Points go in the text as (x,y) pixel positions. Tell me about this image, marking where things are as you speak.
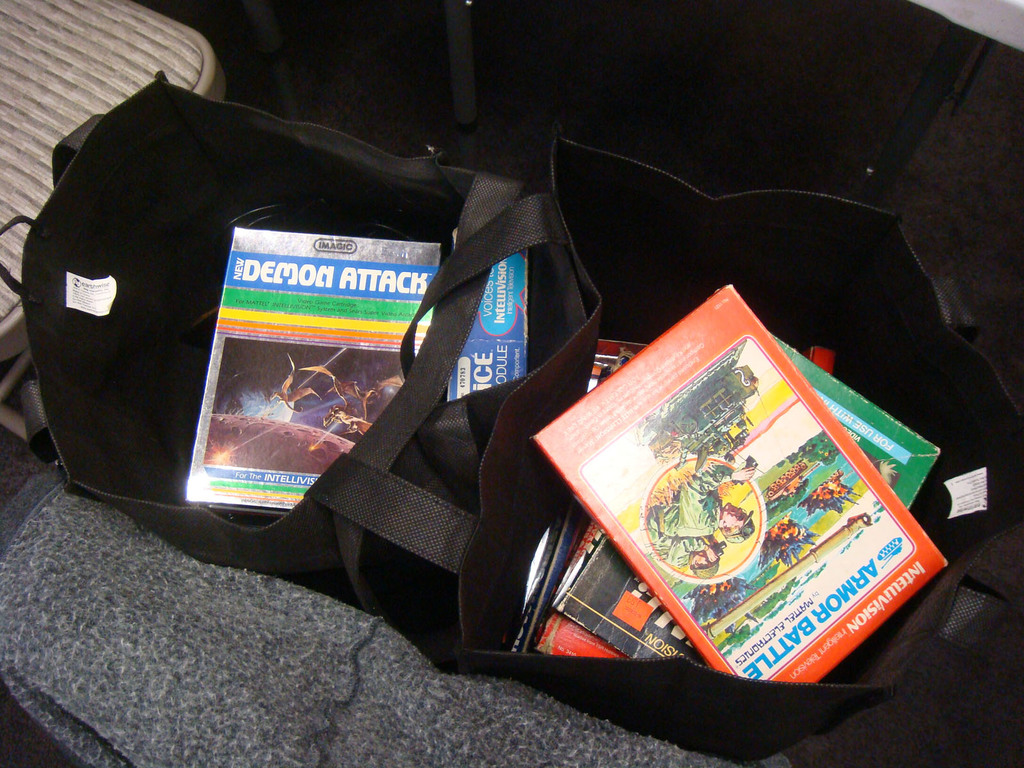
Here I can see two black color bags (494,392) and few game boxes (283,381) are placed in the bags (209,547). On the left side (97,105) there is a chair (76,38).
